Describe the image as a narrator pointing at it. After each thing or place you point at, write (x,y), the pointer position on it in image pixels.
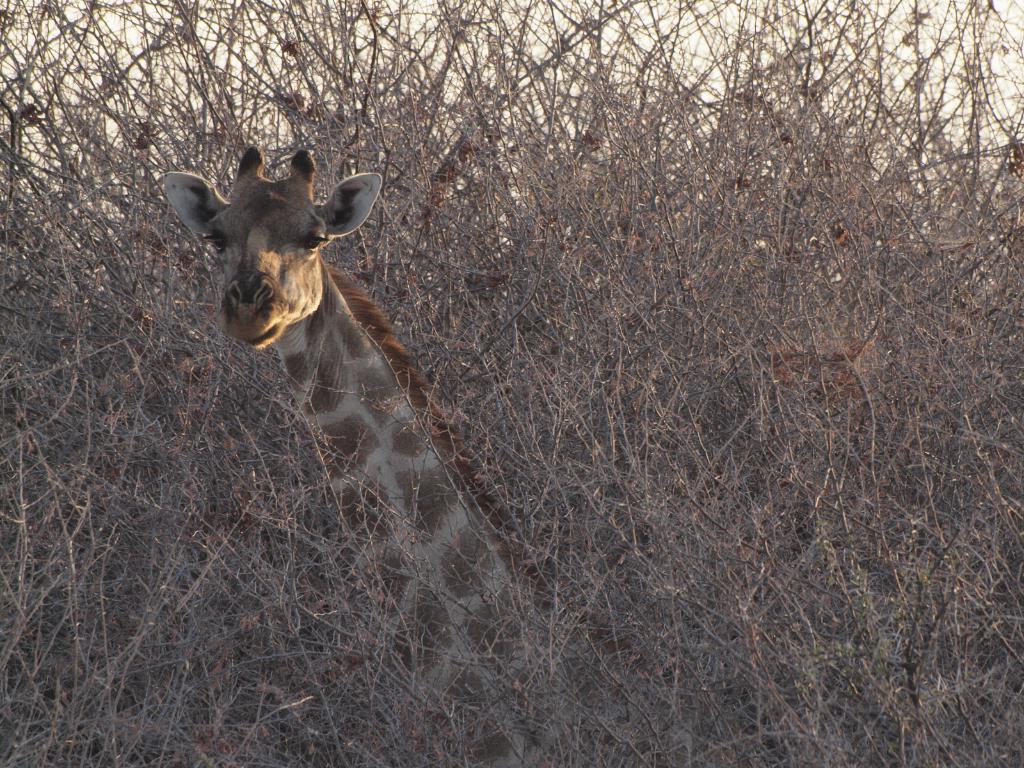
This image consists of some plants (570,397) and there is giraffe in the middle (387,490).
